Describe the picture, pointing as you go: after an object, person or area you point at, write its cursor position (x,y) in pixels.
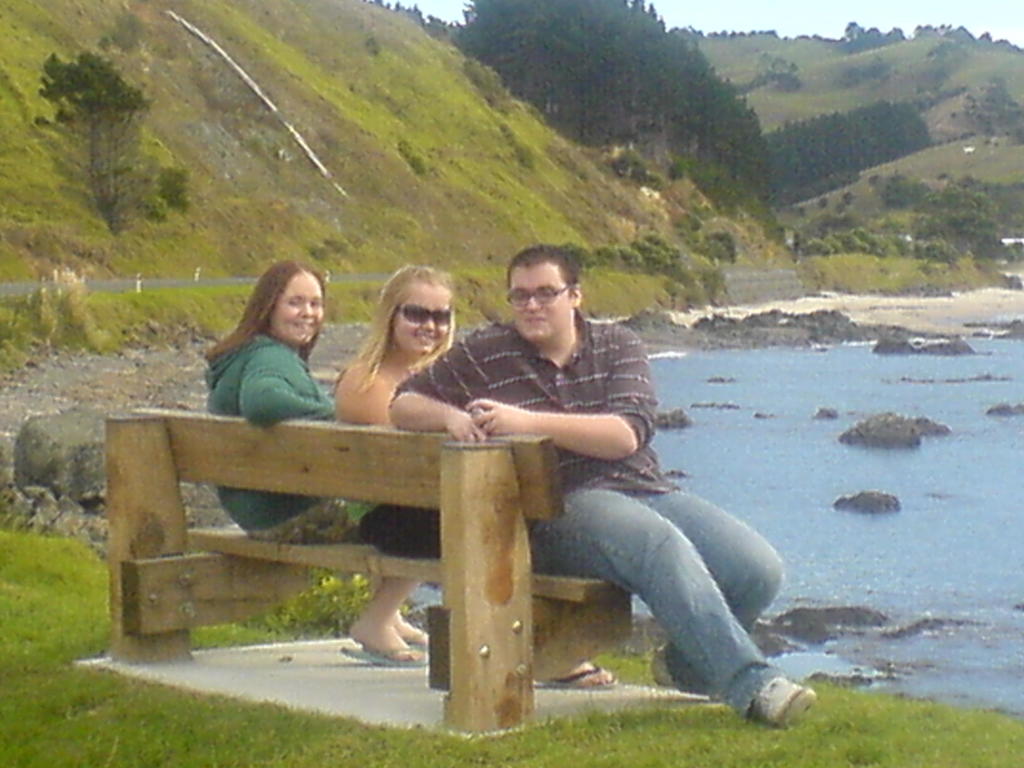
In this image I can see two women (405,372) and a man (524,424) is sitting on a bench (438,501) in front of lake (860,483). I can also there are few trees (646,78) and a mountain (532,109).
